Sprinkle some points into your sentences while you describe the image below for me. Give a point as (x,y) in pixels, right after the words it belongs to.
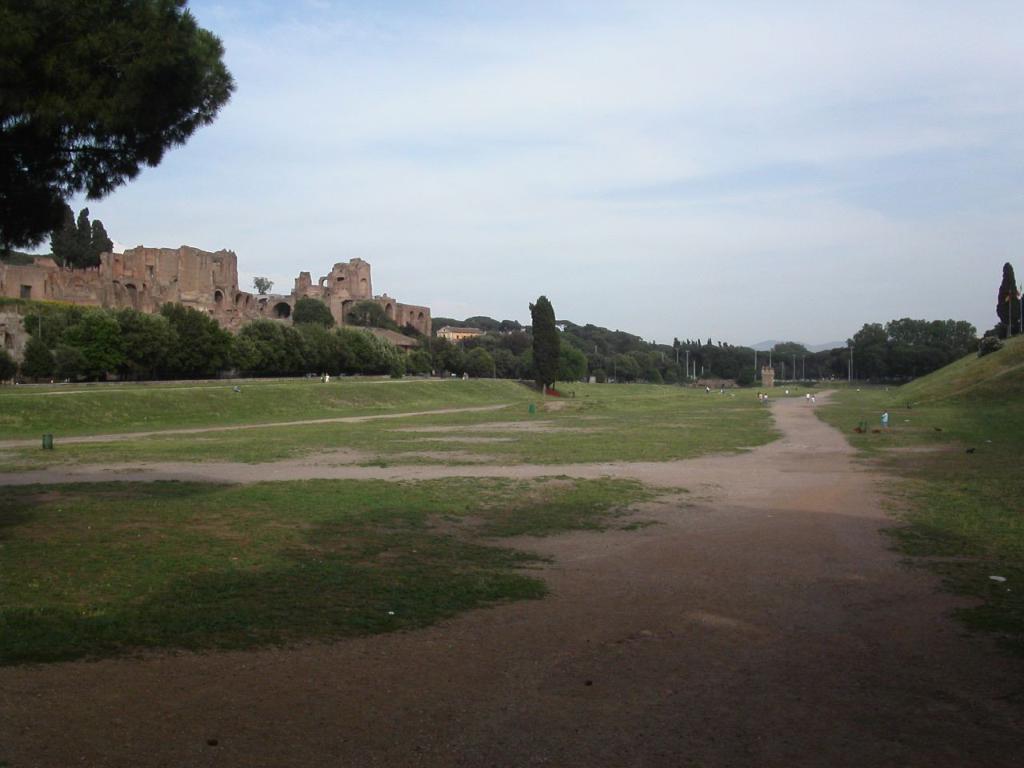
In this image there is like a fort (352,294), in front of that, there are trees (602,338), plants (41,352), grass (573,455) and there are a few people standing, there is a path (773,497). In the background (541,194) there is the sky (849,193).
